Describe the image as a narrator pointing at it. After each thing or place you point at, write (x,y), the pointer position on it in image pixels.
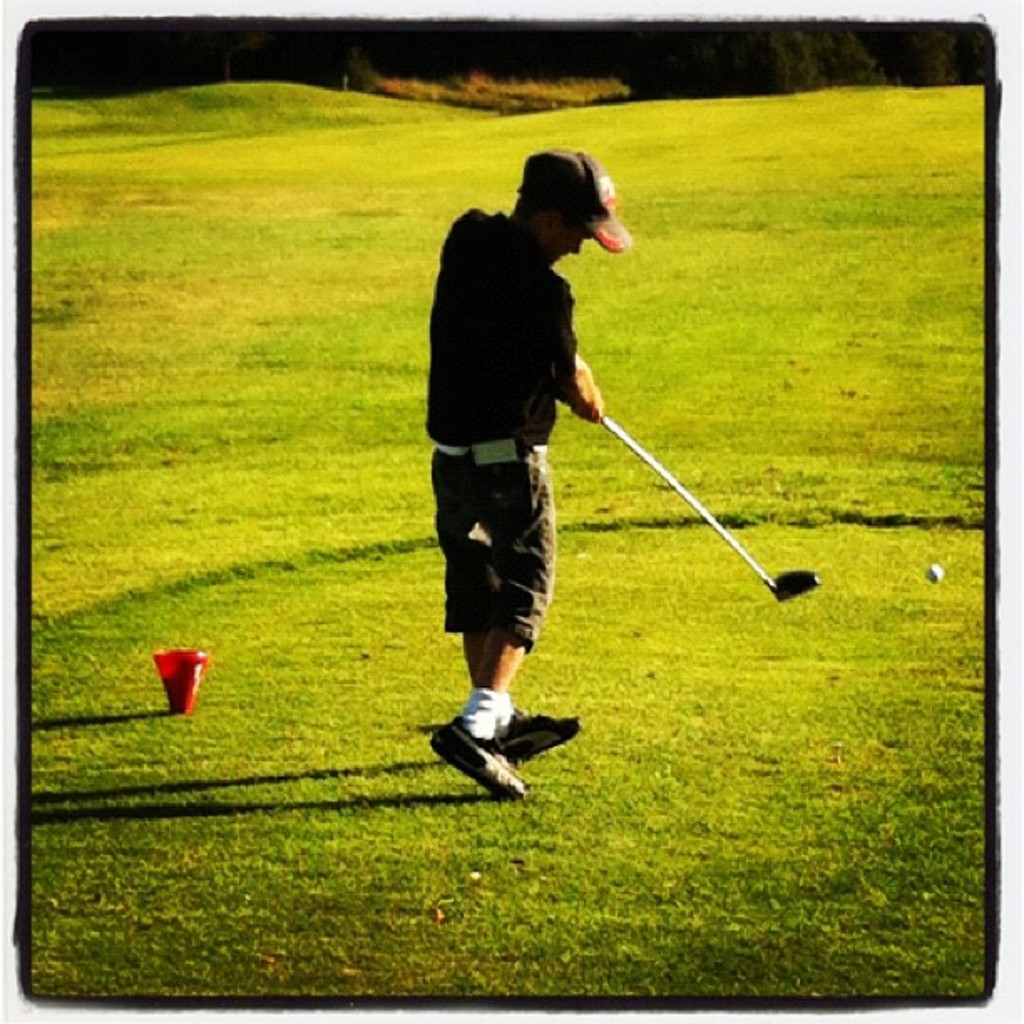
In this picture I can observe a person (535,369). He is wearing a cap (574,158) and holding a golf stick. The person (509,435) is in the golf ground (569,558). I can observe a golf ball (934,571) on the right side (939,566).
